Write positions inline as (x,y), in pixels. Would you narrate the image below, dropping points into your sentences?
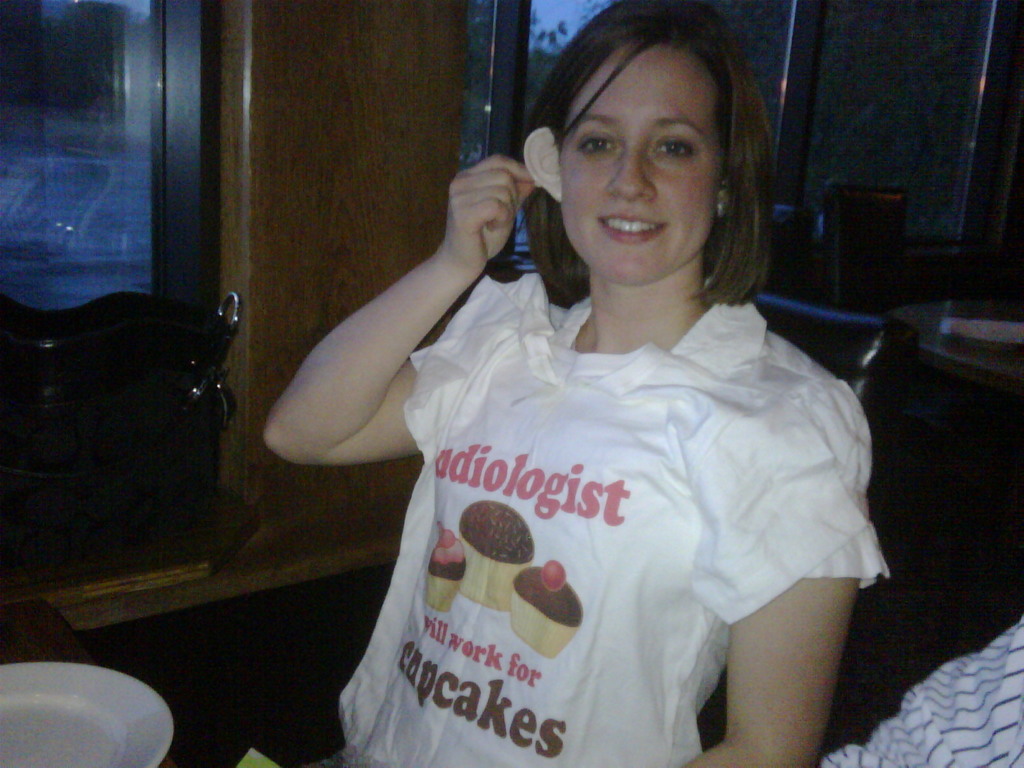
In the center of the image (523,343) we can see a woman (549,255) holding the depiction (543,173) of an ear (559,163). There is also a bag (122,483), windows (38,255), chairs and also the dining table (1003,361). We can see the tree (533,72) through the glass window (544,56). In the bottom right corner (937,679) we can see some person (971,699).
